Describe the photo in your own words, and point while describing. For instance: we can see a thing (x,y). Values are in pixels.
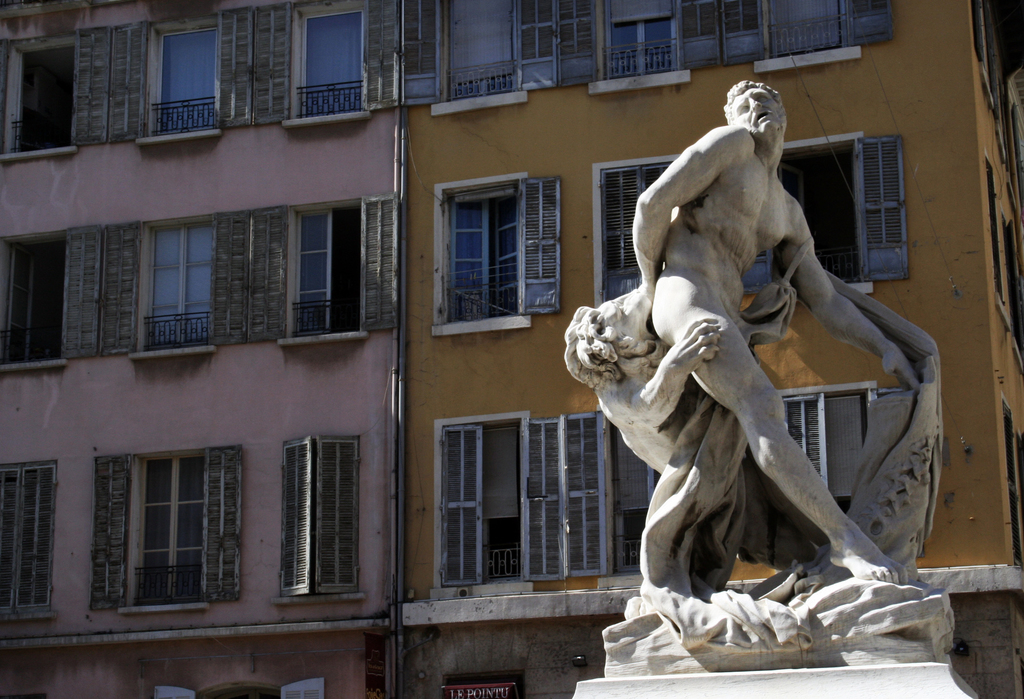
In this image I can see there are buildings (417,346), on the right side (905,498) there are statues (748,476).
